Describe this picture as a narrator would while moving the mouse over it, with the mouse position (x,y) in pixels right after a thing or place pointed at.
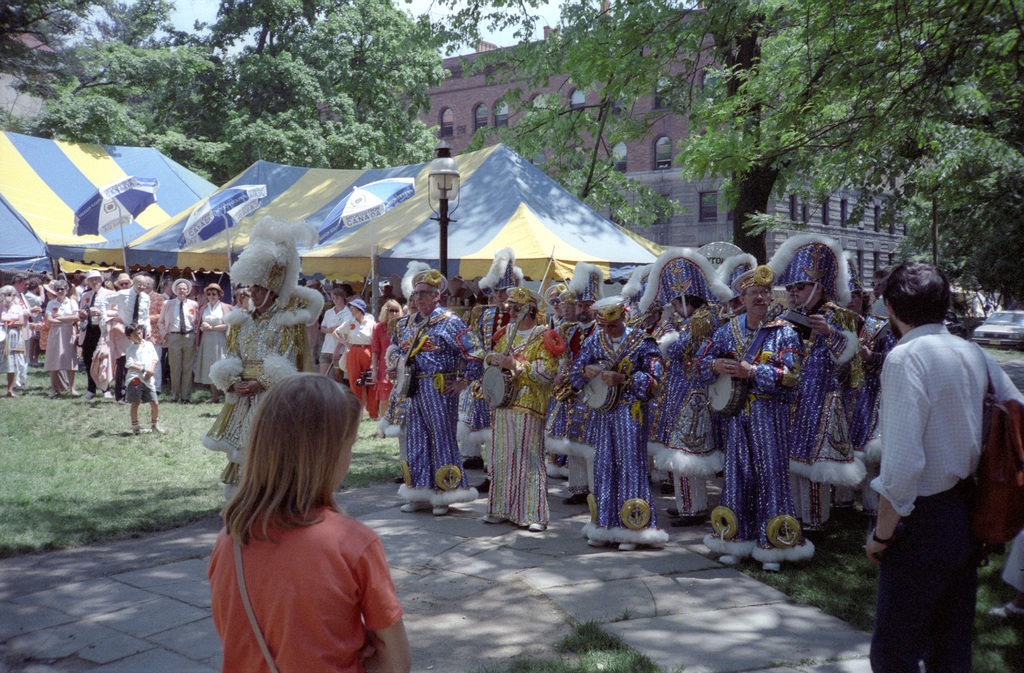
In this image we can see a few people (571,422) on the road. They are in the costumes (519,329) and they are holding the musical instruments (717,386). Here we can see a few persons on the left side (338,313). Here we can see a girl (387,599) and looks like she is carrying a bag (247,604). Here we can see a man (949,395) on the right side (1011,463) and he is also carrying a bag (999,425). In the background (682,233), we can see the building (685,218), trees (367,151), tents (345,178) and a car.
